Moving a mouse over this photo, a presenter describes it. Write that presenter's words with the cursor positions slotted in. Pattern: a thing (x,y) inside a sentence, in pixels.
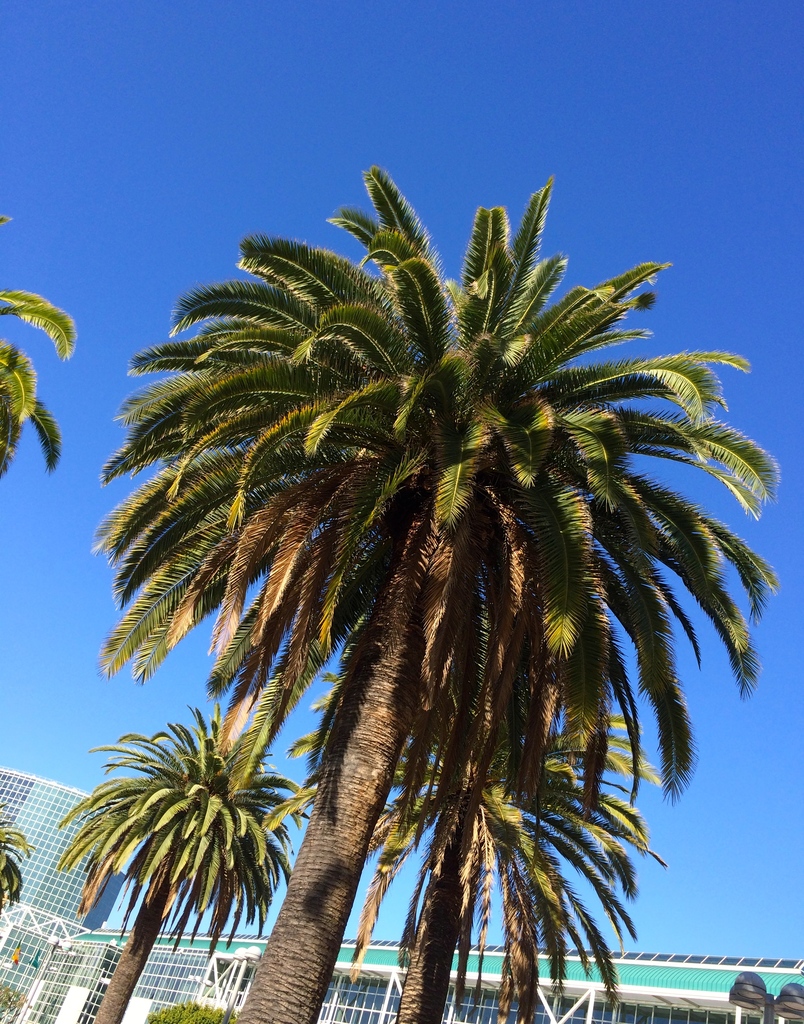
This picture shows buildings (48,1005) and we see trees (386,826) and a blue sky (478,181).
